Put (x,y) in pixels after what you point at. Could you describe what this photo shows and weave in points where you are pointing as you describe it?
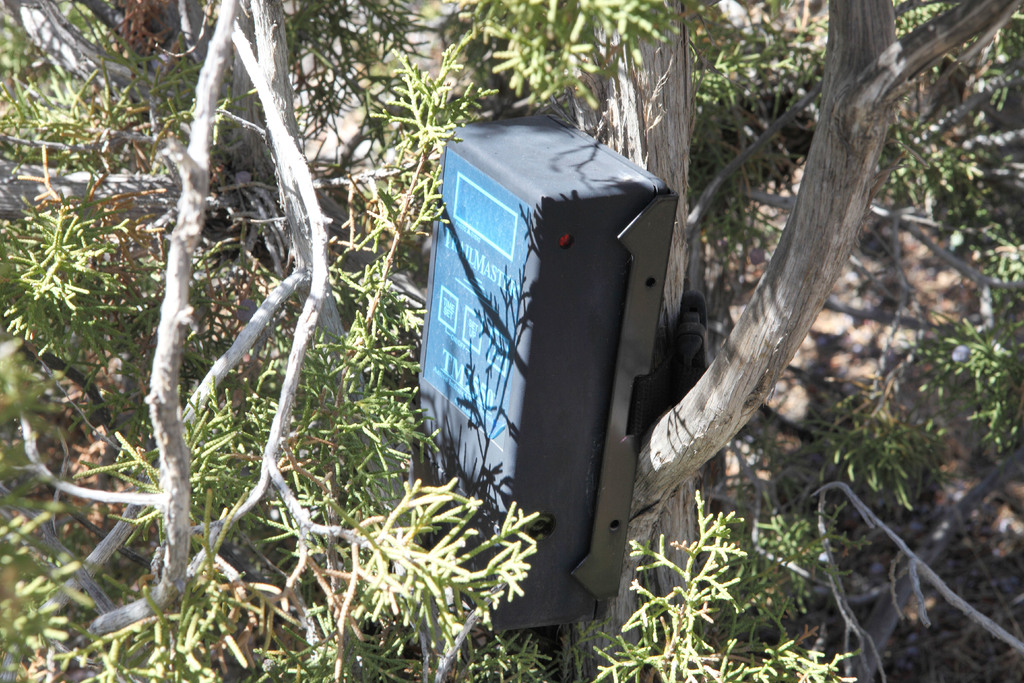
We can see box (580,304) on the wooden surface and we can see branches (315,201) and leaves (745,71).
